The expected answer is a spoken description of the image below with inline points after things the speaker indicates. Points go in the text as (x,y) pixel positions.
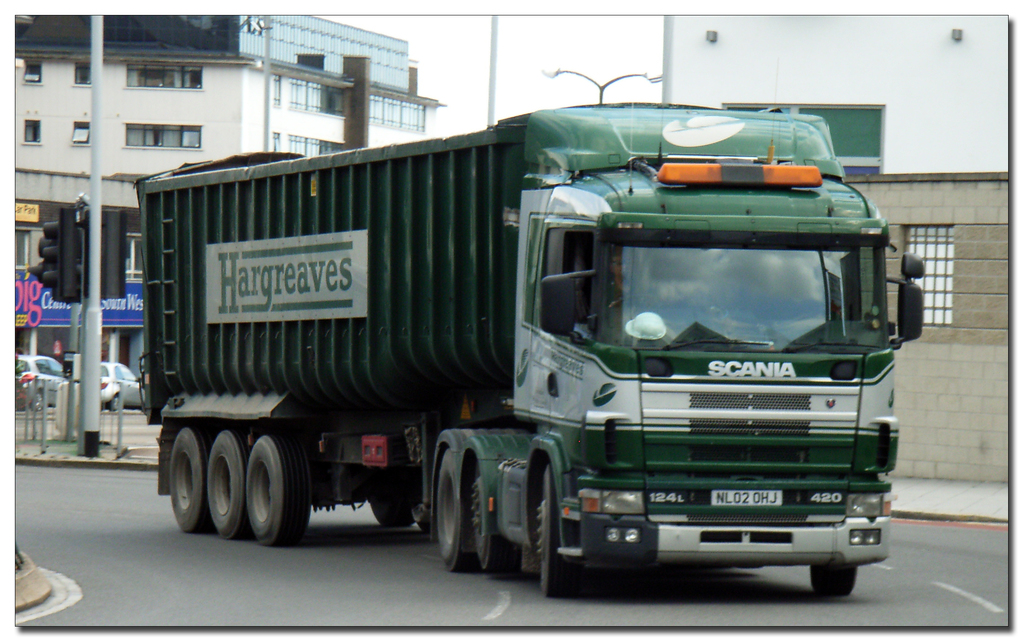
This image is taken outdoors. At the bottom of the image (220,579) there is a road (437,569). In the middle of the image (513,315) a truck (401,363) is moving on the road (913,546). In the background (710,104) there are a few buildings (145,135). There are a few boards (37,291) with text (134,300) on them. There are a few poles (91,306) with street lights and two cars (55,369) are moving on the road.
